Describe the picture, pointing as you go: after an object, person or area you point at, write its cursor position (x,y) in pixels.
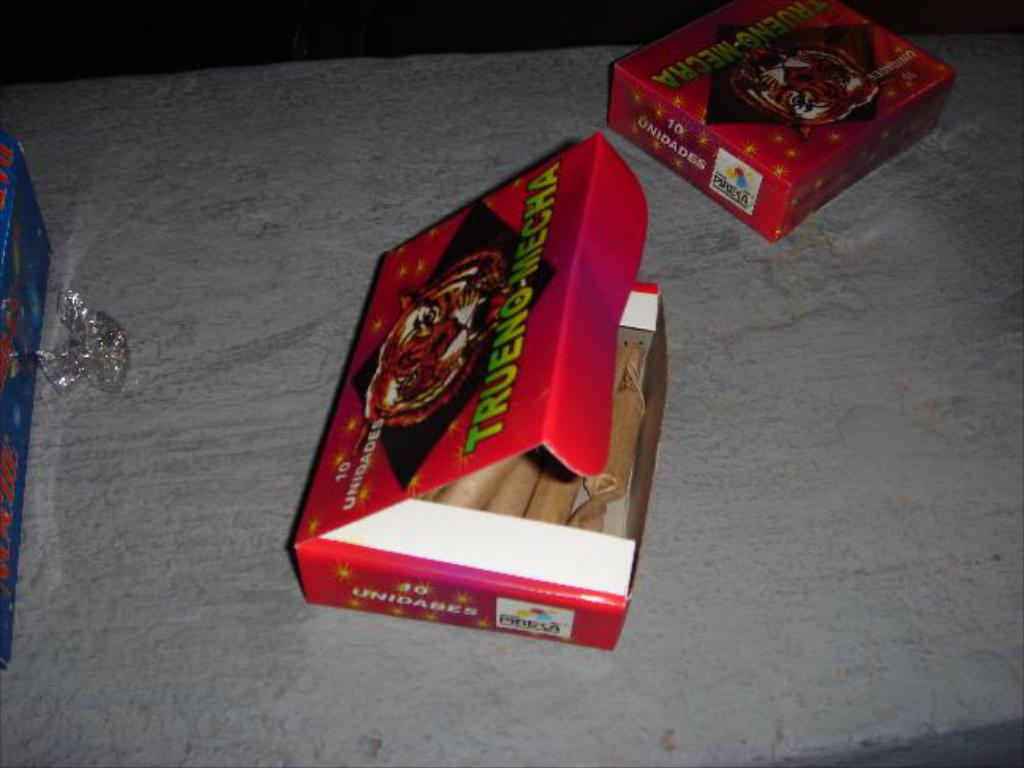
In this image I can see a cardboard box (612,570). In the box (616,539) I can see the firecrackers (555,499) which is in brown color and the boxes (691,166) are on the gray color surface (748,559).
